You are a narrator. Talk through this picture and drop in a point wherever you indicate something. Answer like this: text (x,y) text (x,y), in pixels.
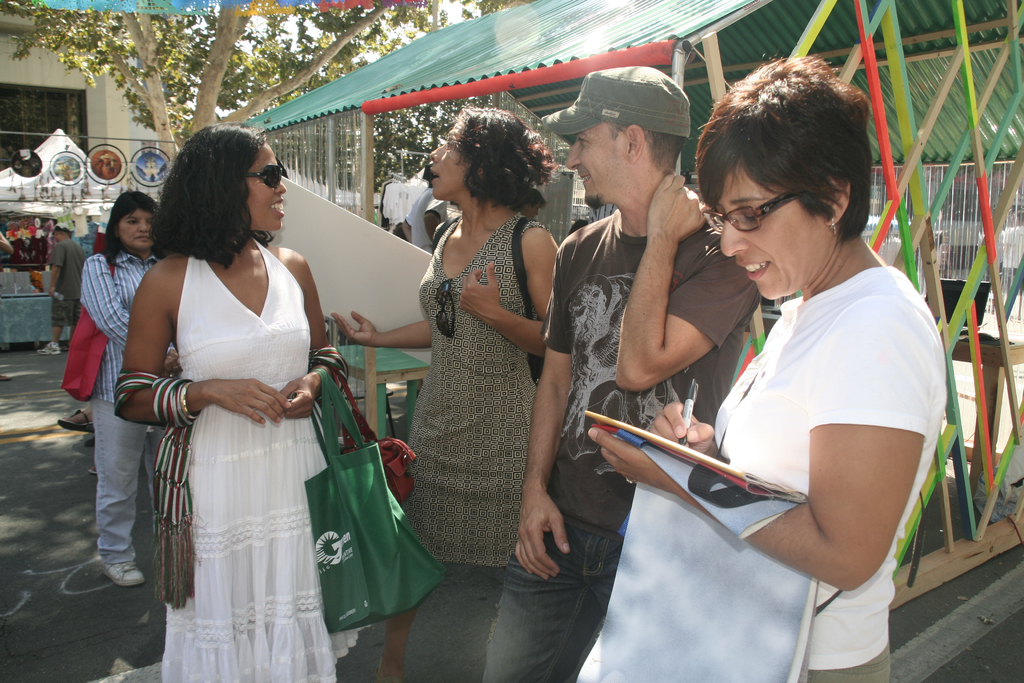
In this picture we can see some people (440,356) standing, a person (832,467) on the right side (787,410) is writing something, a woman (252,471) in the middle (351,452) is carrying bags (363,465), on the right side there is a shed (579,34), on the left side (36,179) we can see a tent (36,179), there is a tree (214,43) in the middle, in the background (36,73) there is a house (84,89), there is a table (409,374) in the middle (379,388).
